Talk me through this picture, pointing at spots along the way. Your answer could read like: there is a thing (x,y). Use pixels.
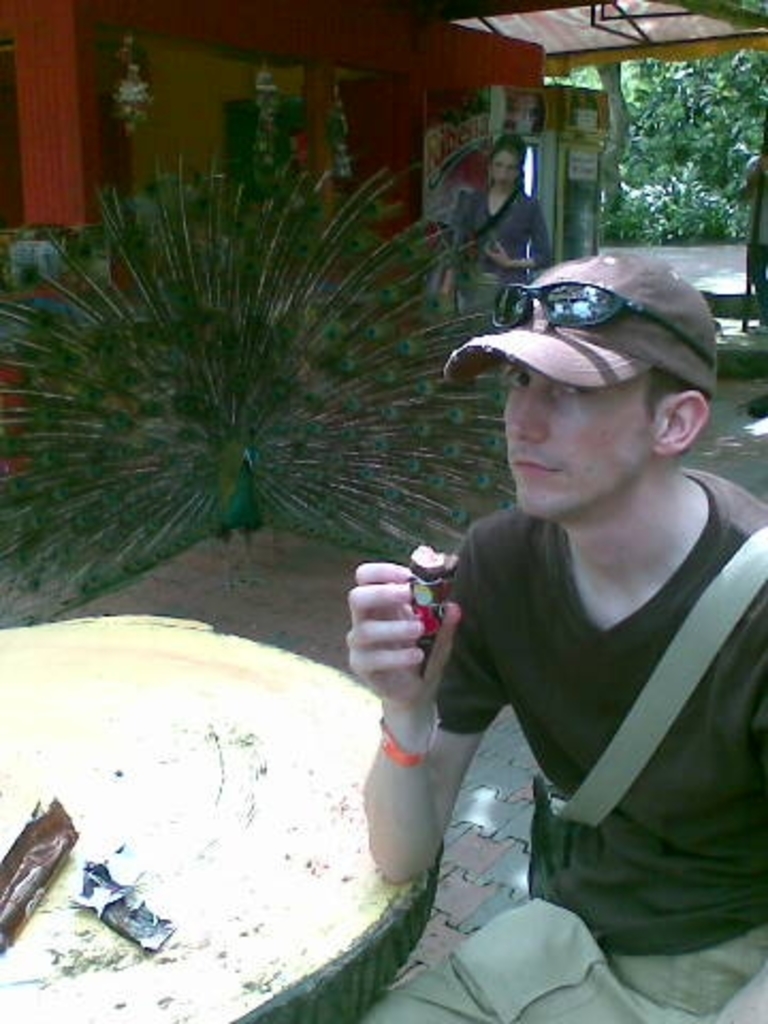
In this image we can see a man (600,679) sitting and holding an object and to the side, there is a table (161,955) with some objects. We can see a peacock (405,524) and there is a woman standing and in the background (404,101), we can see a building (165,140) and some trees (737,201).
